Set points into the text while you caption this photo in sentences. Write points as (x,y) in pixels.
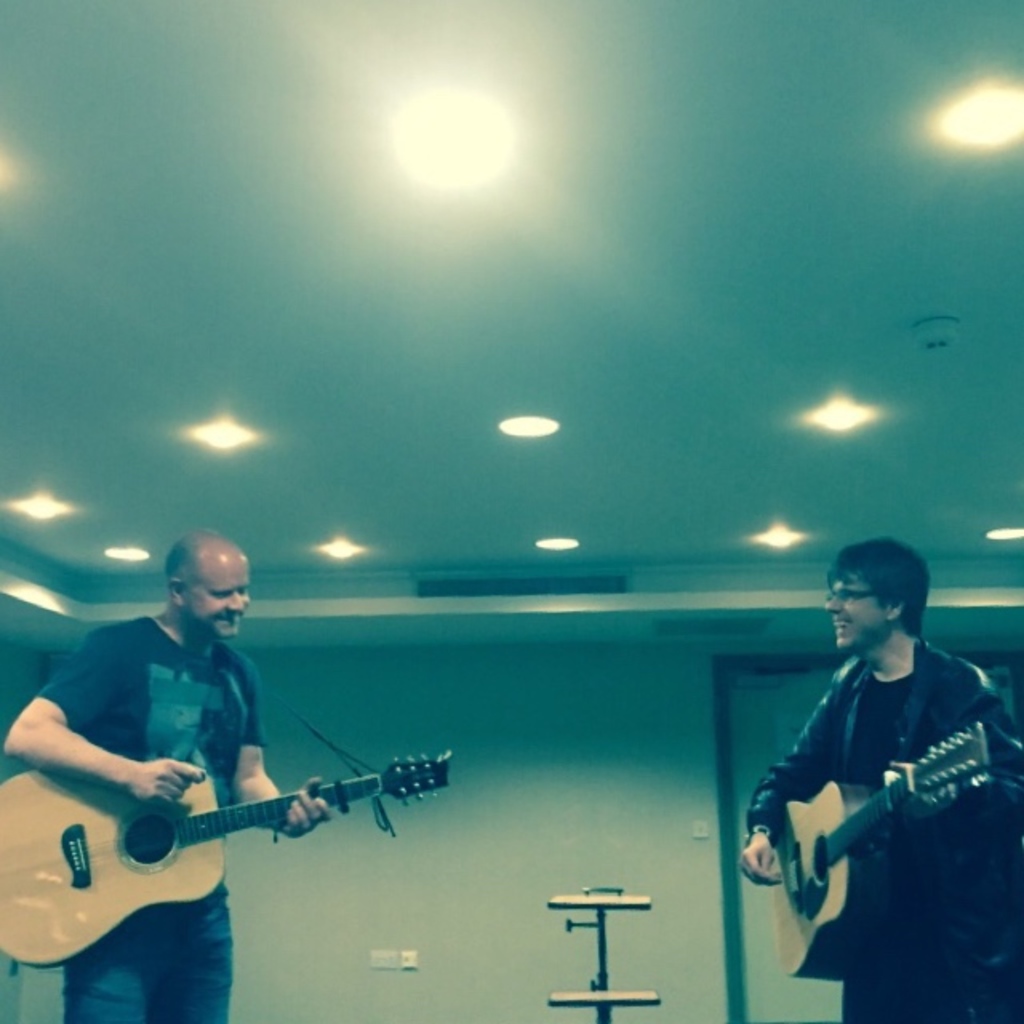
in this picture we can see two persons (1004,885) holding a guitar (60,816) and singing.
